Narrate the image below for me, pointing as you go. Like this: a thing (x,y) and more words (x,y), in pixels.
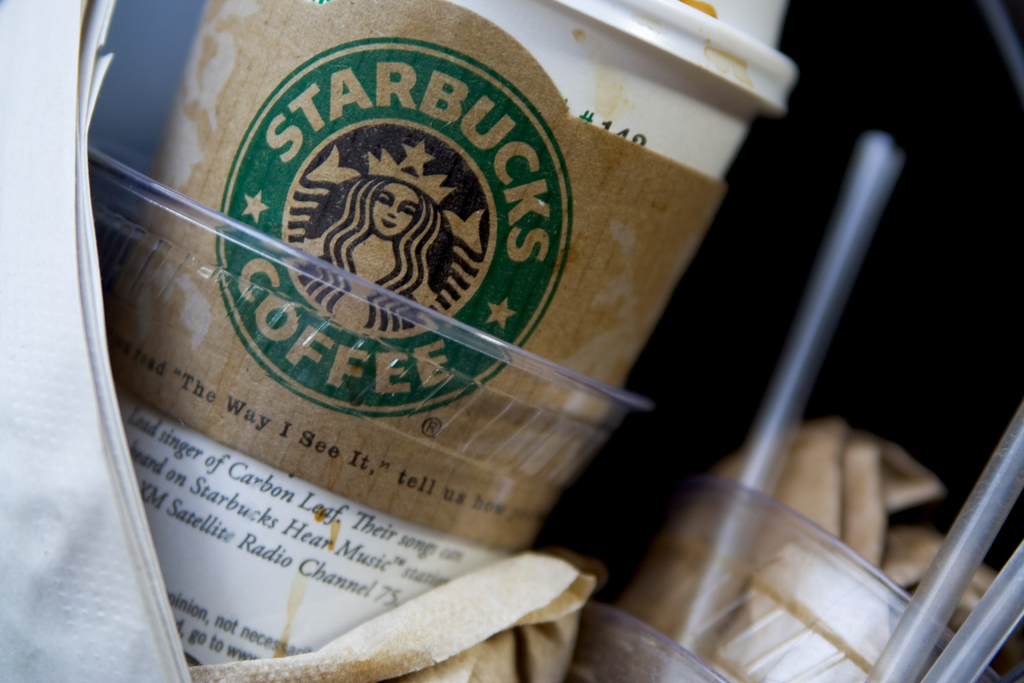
On the right side (854,598), there is an object (881,460) and a straw (759,443) in a glass (803,591), which is another glass (657,617) along with two straws (993,617). On the left side (311,473), there is a white color glass (698,116) in the other glass (101,235), near papers (55,431). The background (980,324) is dark in color.
